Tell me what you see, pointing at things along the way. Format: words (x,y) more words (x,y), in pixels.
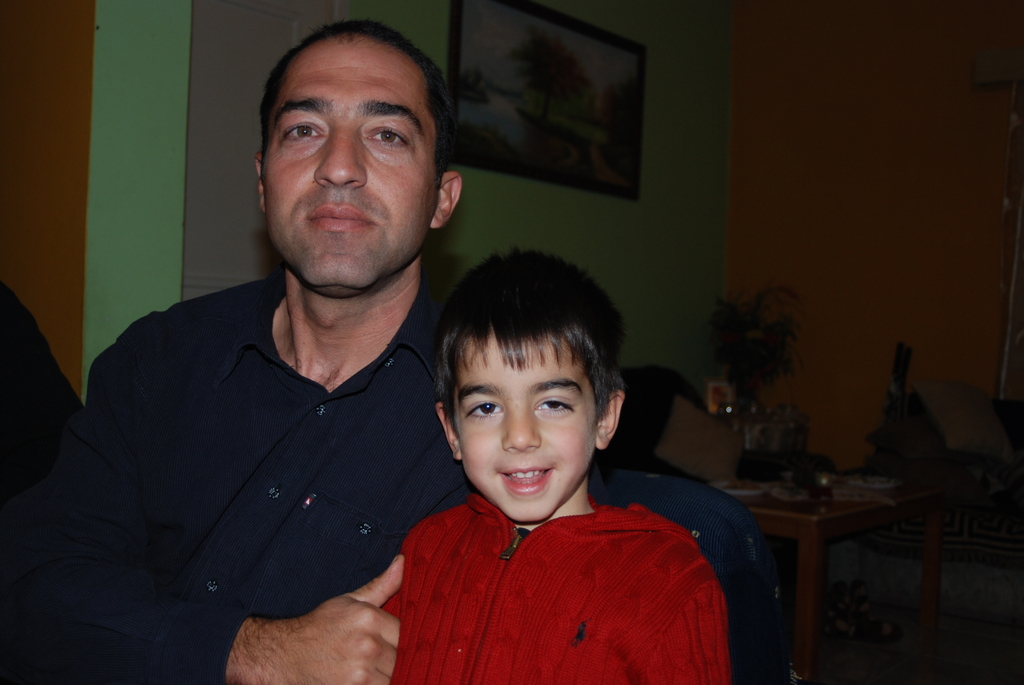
There is a man (419,444) and a boy (541,448). In this room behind them there is a table (820,508), wall (829,366), frame (568,164) and flower vase (763,439).
